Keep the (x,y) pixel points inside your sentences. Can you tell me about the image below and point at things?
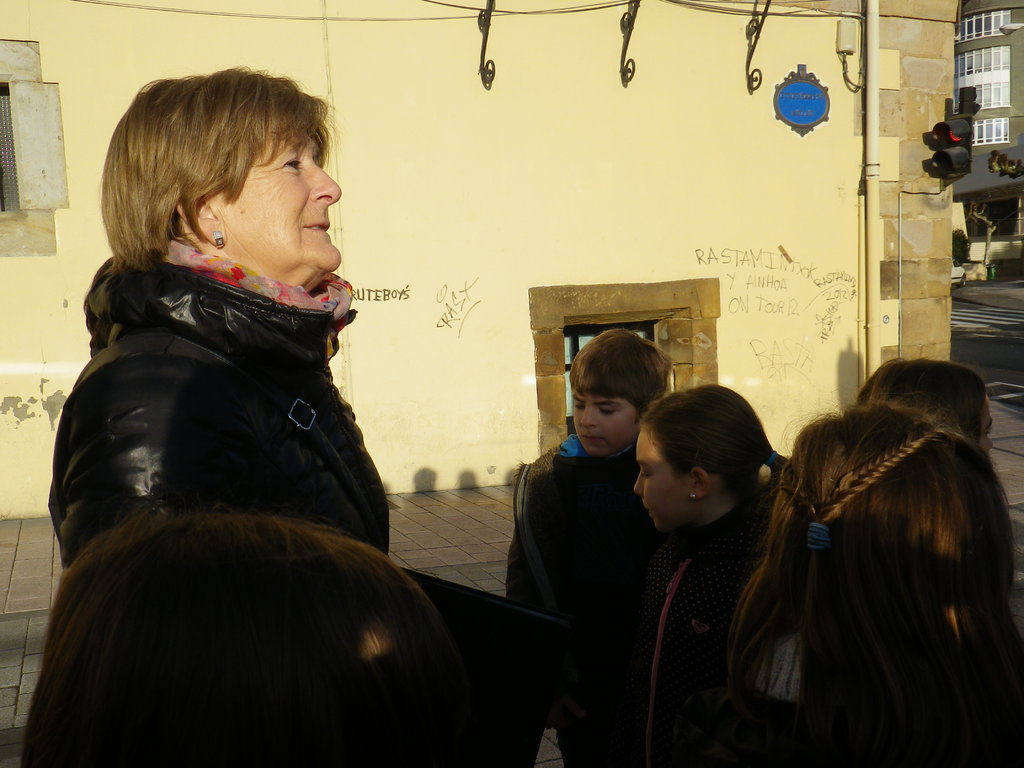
In this image we can see a lady (341,285) standing. She is wearing a jacket (249,358) and there are kids (545,588). In the background (691,130) there are buildings (788,147). On the right (965,121) we can see traffic lights (963,143).
